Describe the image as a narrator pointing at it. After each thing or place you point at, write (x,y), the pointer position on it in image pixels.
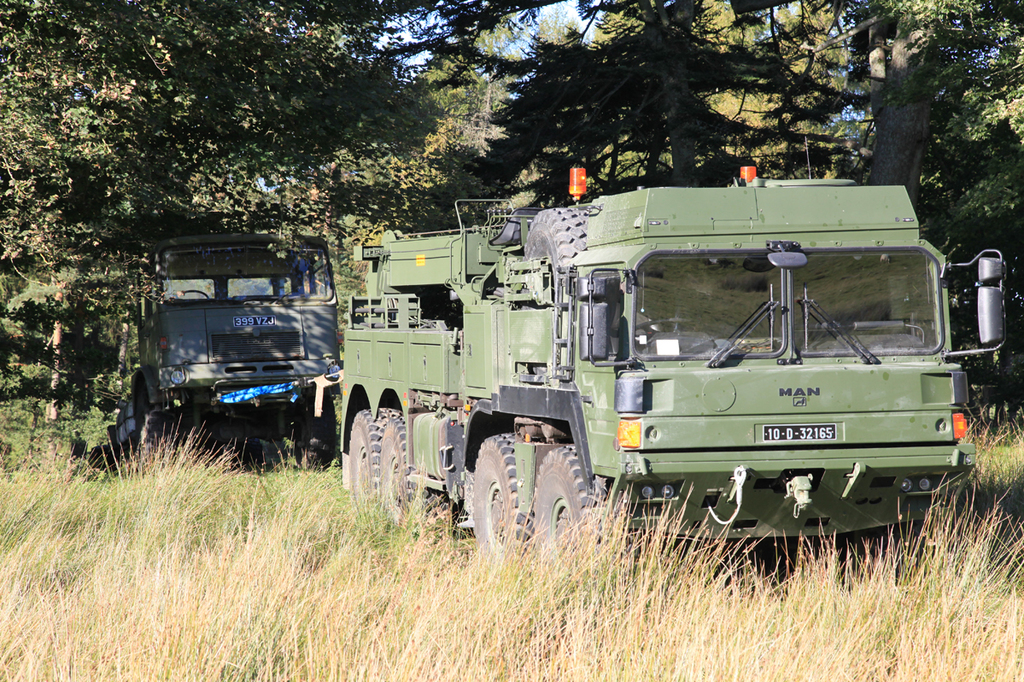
In the center of the image (542,414) we can see two vehicles (539,462) with number plates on it. In the background (445,217), we can see the sky (543,31), trees (426,128) and grass (184,538).
